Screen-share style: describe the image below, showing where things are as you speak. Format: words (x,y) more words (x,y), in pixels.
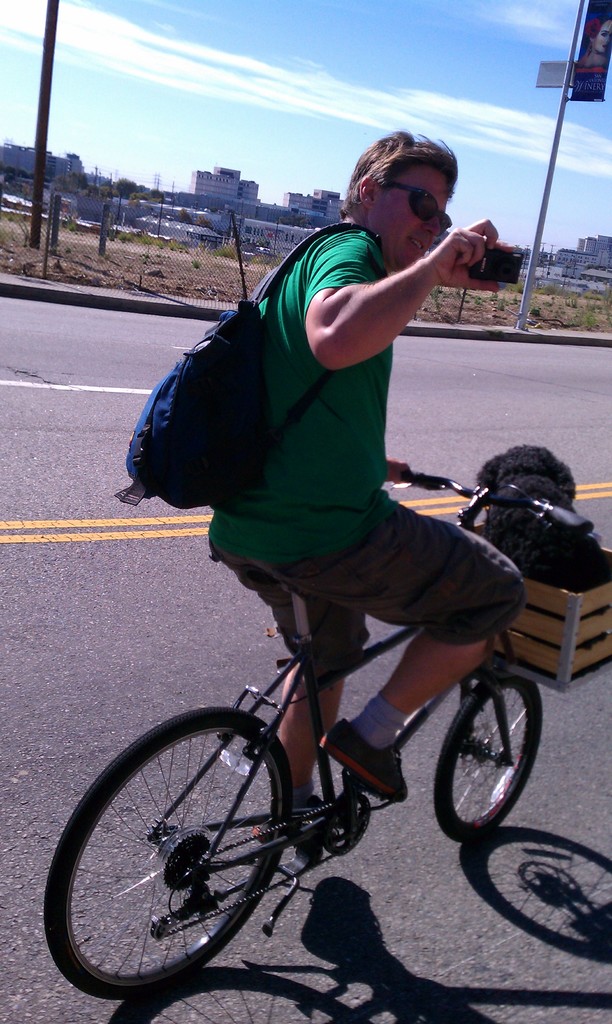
This image is clicked outside. There is a cycle (417,726) in the middle (338,615), on which there is a person (362,563) who is hanging a bag (258,341) and he is holding a camera (497,271) in his hand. There is a box (559,632) in front of him. There are buildings (188,202) in the middle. There is sky (296,63) in the top (310,128).
